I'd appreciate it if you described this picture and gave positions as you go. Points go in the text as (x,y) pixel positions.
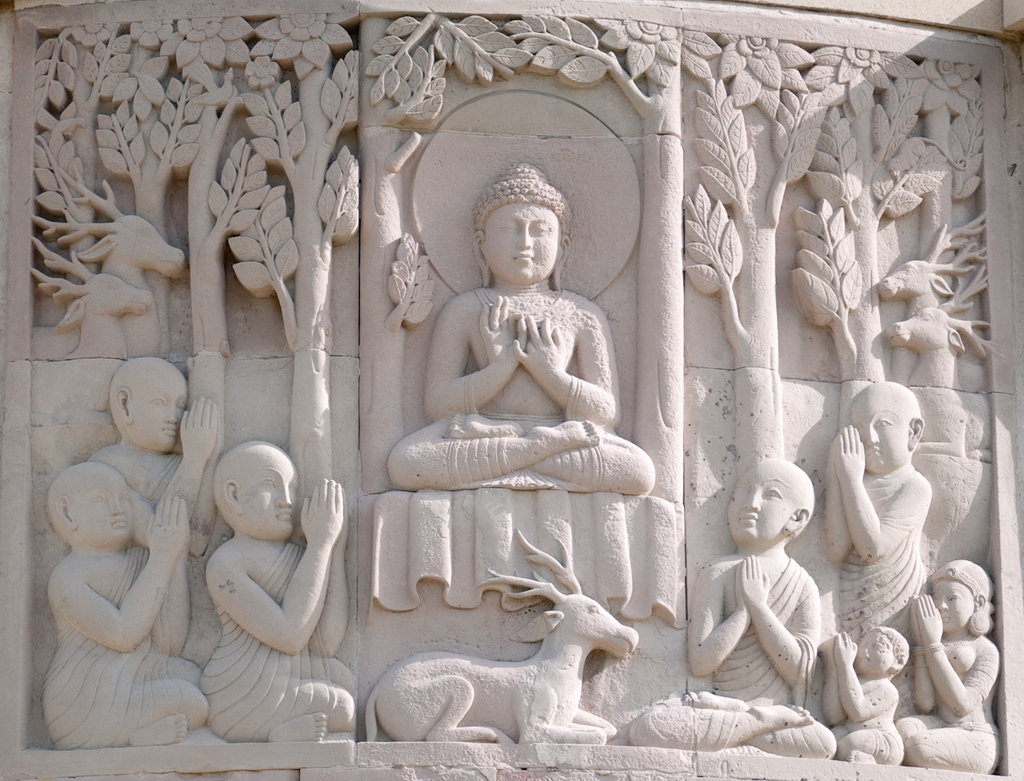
In this image we can see the sculpture (517,480) of a Buddha (582,384), many people (344,609), an animal (576,648) and many trees (860,157) on the wall (601,688) in the image.
